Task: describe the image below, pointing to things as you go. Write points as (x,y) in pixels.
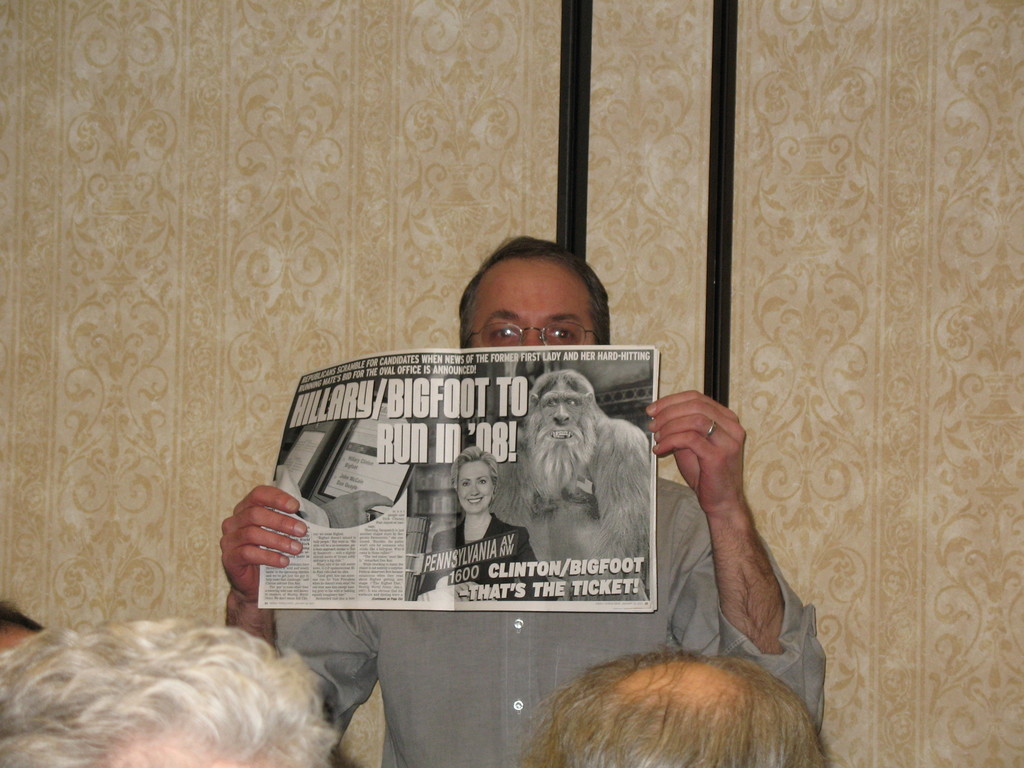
In this picture there is a man (674,533) in the center of the image (549,379), by holding a poster (470,452) in his hands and there are other people (267,656) at the bottom side of the image (224,659).
